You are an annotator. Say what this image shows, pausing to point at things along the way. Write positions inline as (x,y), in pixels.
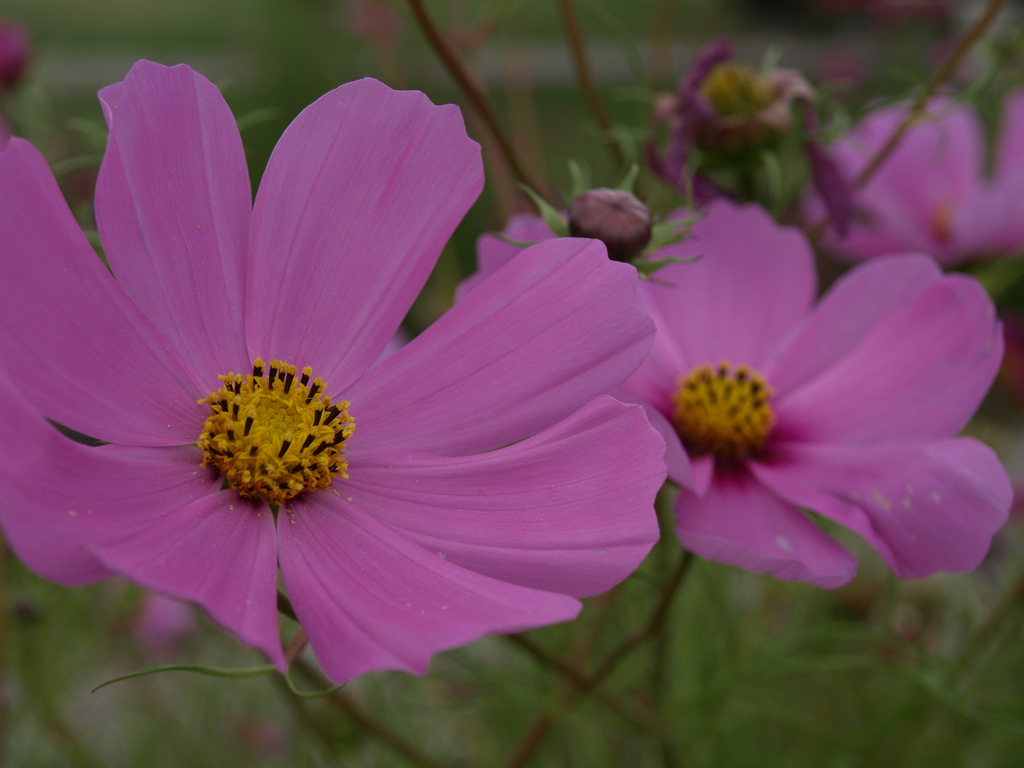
In this image in the foreground (381,391) there are some flowers (573,299), and in the background (709,130) there are some plants (288,25).
